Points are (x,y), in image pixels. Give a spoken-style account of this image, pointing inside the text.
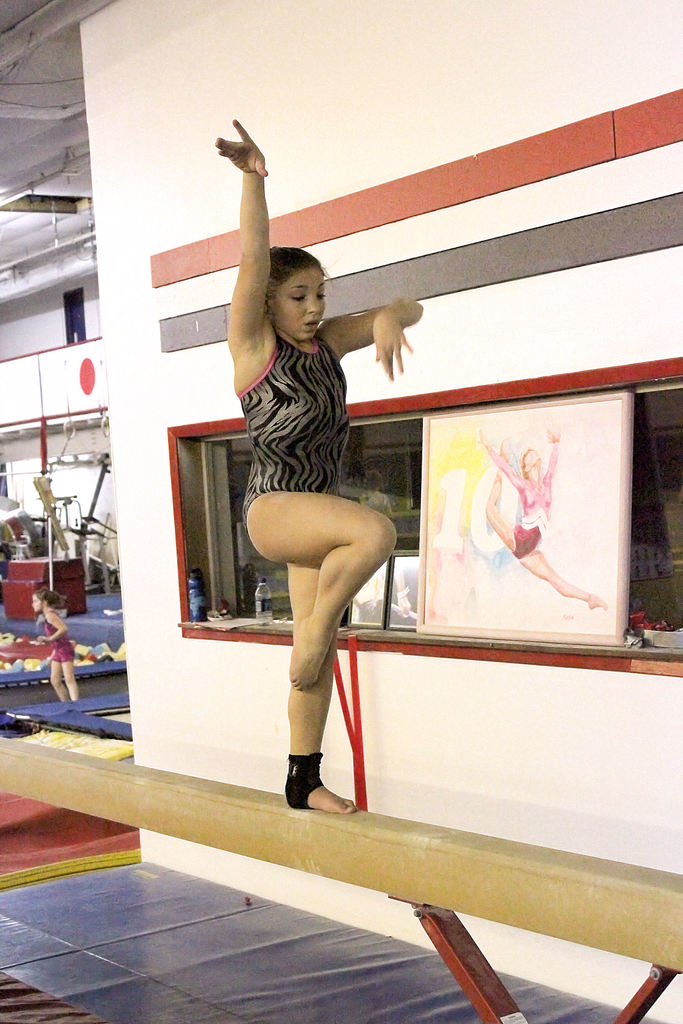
In this image there is a woman (297,493) standing on a stick (275,831). Behind her there is a wall (436,247). There is a frame (502,556) on the wall (412,694). To the left (49,601) there is another woman (50,614) standing. At the top (70,147) there is the ceiling (75,176).
